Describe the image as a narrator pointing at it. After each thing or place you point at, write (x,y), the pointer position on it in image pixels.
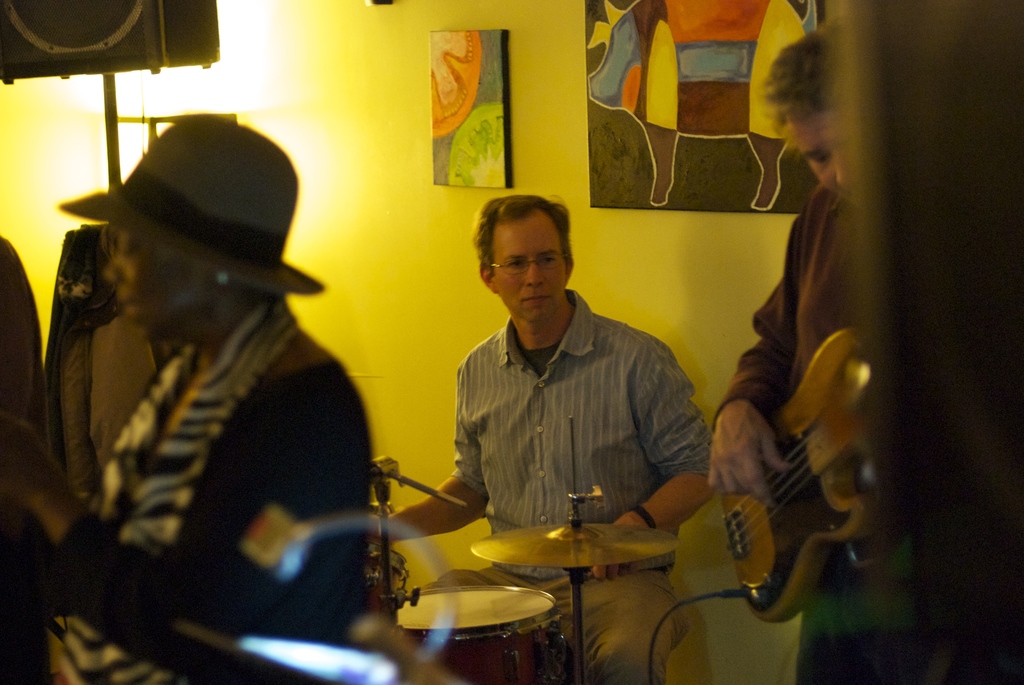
in this image there are three people (556,453). one of them is playing the drums (581,571). the person (717,466) at the right (763,497) is playing the guitar (809,504). at back (636,296) there is a wall (636,283) and a painting (630,144) attached to it. the person (249,433) at the left side (246,393) is wearing a hat (215,223) and a black t shirt (196,510).
